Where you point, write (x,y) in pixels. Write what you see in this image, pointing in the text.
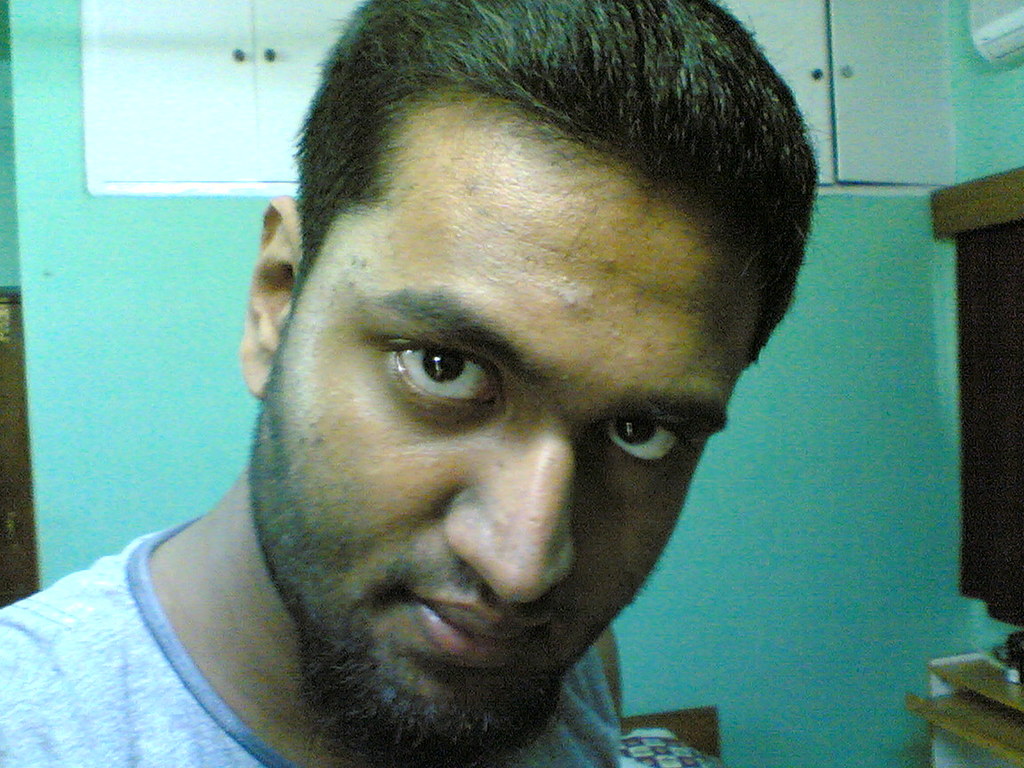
In this image in the foreground (457,409) there is one man (405,559), and in the background (625,707) there is wall (862,357), cupboards (910,86). And on the right side (1010,366) there is a curtain (1007,583), table (991,702), air conditioner (993,37) and objects (1014,637). And at the bottom (639,721) it looks like a bed (682,751).
